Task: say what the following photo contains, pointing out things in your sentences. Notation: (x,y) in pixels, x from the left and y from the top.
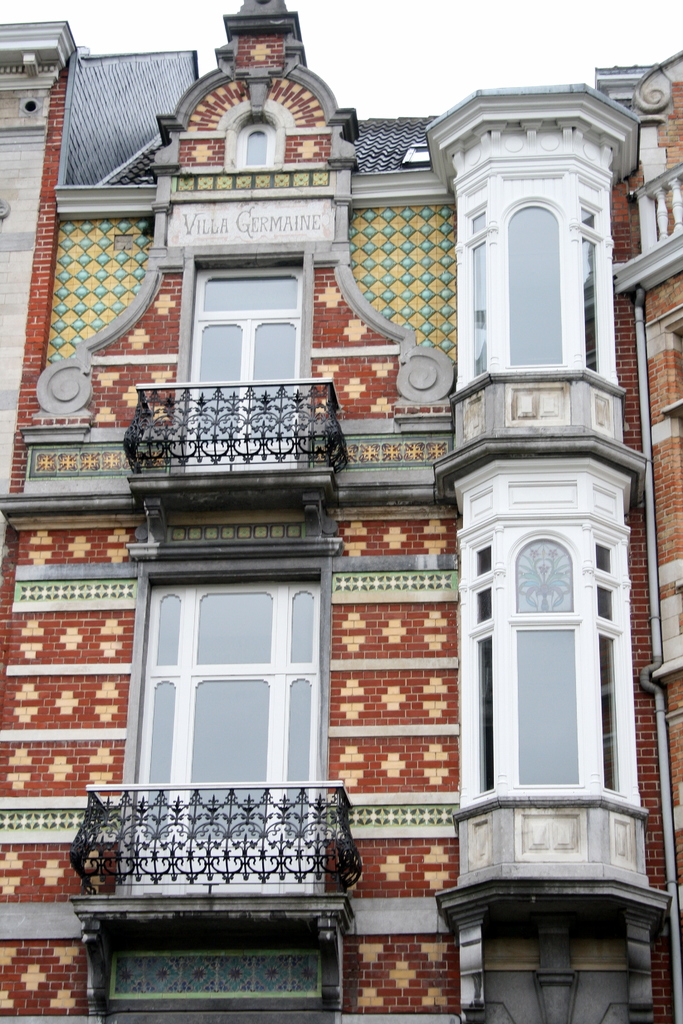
In this picture there are buildings (505,309) and there is text (272,219) on the wall (394,217). On the right side of the image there is a pipe (677,1021). In the foreground (209,422) there are railings (189,395). At the top (369,69) there is sky (394,28) and there are roof tiles (397,143) on the top of the building (292,166).
